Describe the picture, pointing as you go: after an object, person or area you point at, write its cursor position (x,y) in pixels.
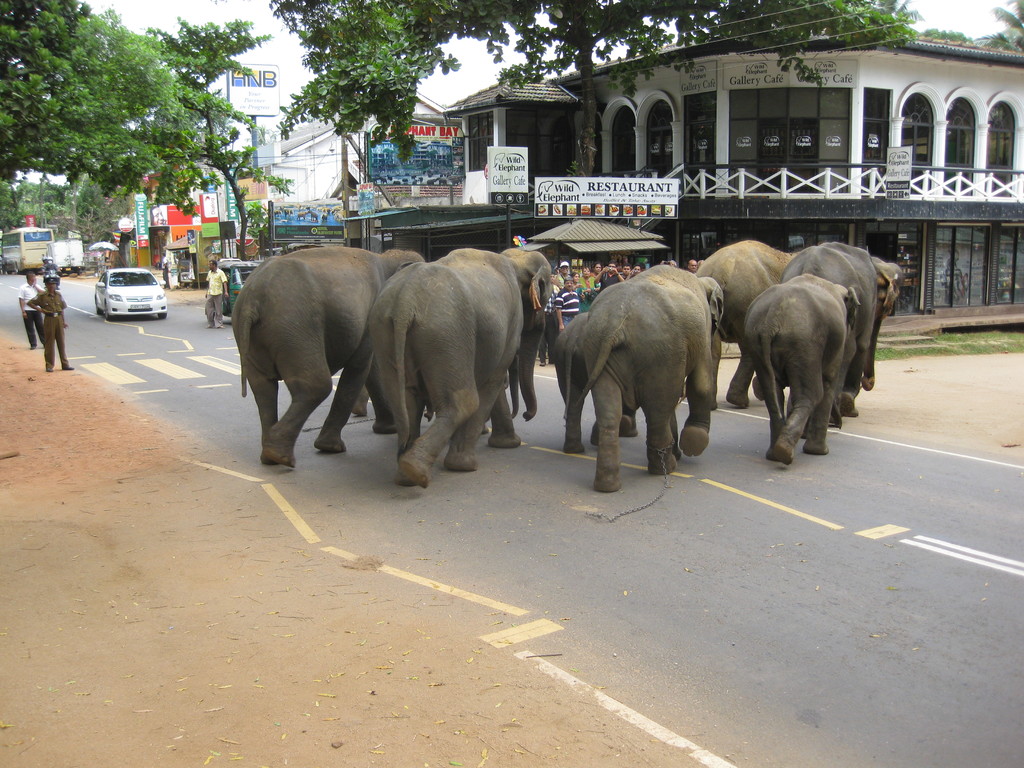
In this picture there is a group of elephant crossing the road (411,581). Behind there is a white color building (878,151) with arch window (963,114) and door (688,154). Beside some shop (556,240) and naming board (543,209). On the left (55,331) behind we can see a police man (53,291) is standing and watching. In the background (147,312) there is a white color car (103,299) and a bus (26,248) on the road (92,292).
